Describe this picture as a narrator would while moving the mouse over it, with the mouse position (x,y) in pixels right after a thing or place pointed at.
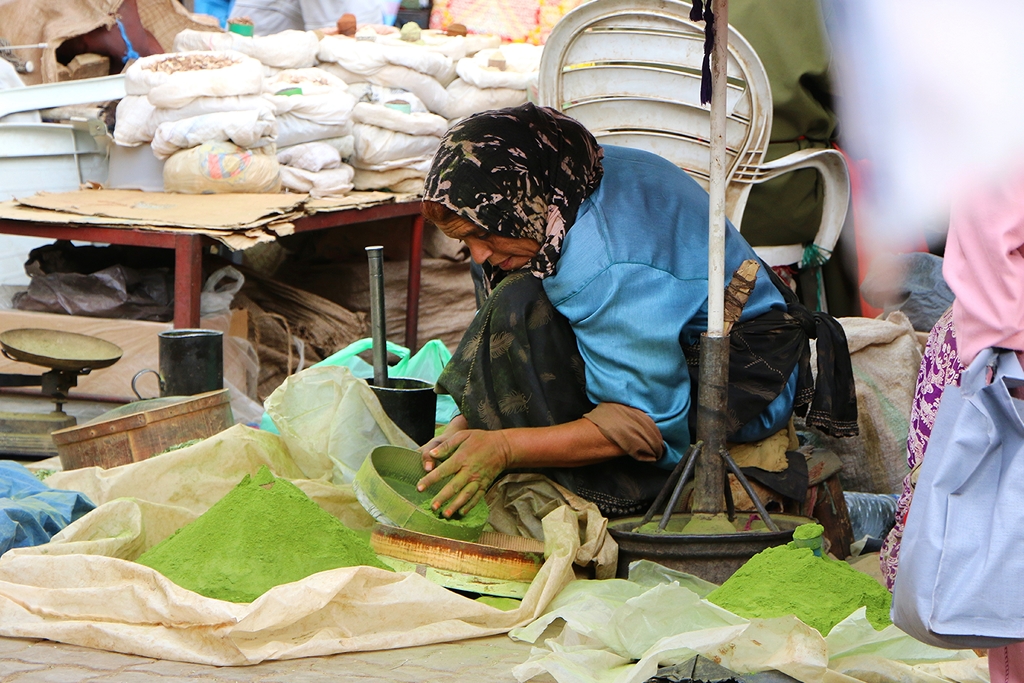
In the image we can see a woman (594,296) wearing clothes (582,367) and holding an object (387,484) in hand (433,478). Here we can see plastic bags (328,433), a chair (595,120), pole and jute bags (268,98).
